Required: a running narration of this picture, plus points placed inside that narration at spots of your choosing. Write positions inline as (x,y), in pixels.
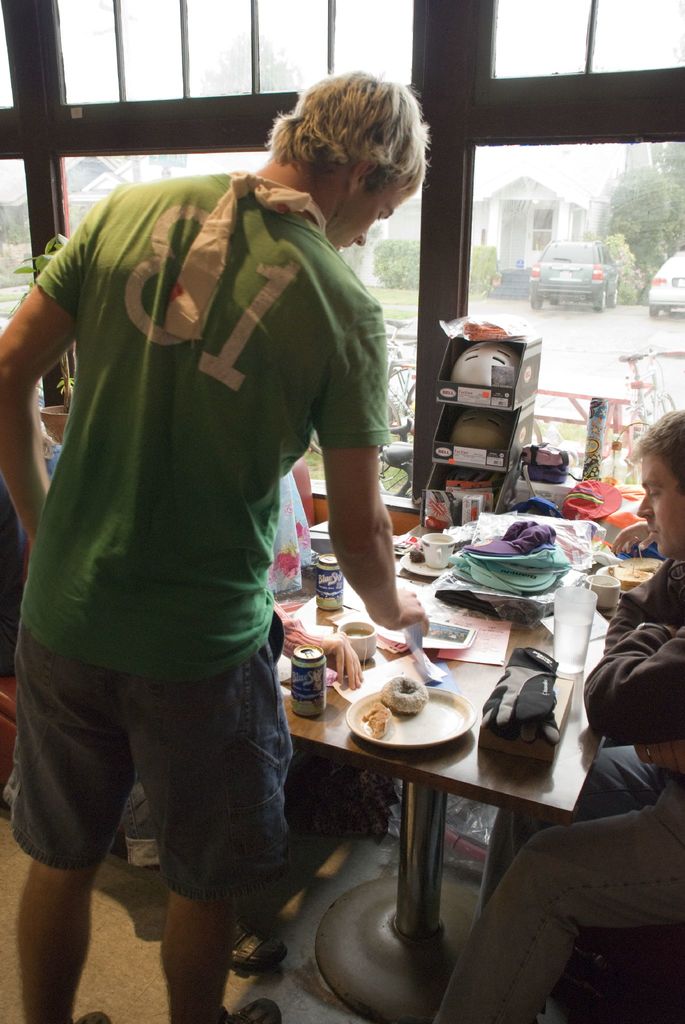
In this image we have a person (152,473) who is wearing a green t-shirt (180,226) standing on the floor (107,903) and the person (666,471) on the right side (514,848) is sitting on the chair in front of the table (520,715). On the table (403,571) we have a plate (441,706), few cans (333,566) and other stuff (462,507) on it. Beside this table (484,532) we have a window (609,324), in the window (608,309) we can see few vehicles (581,245) on the ground (533,309) and a house (529,214).
